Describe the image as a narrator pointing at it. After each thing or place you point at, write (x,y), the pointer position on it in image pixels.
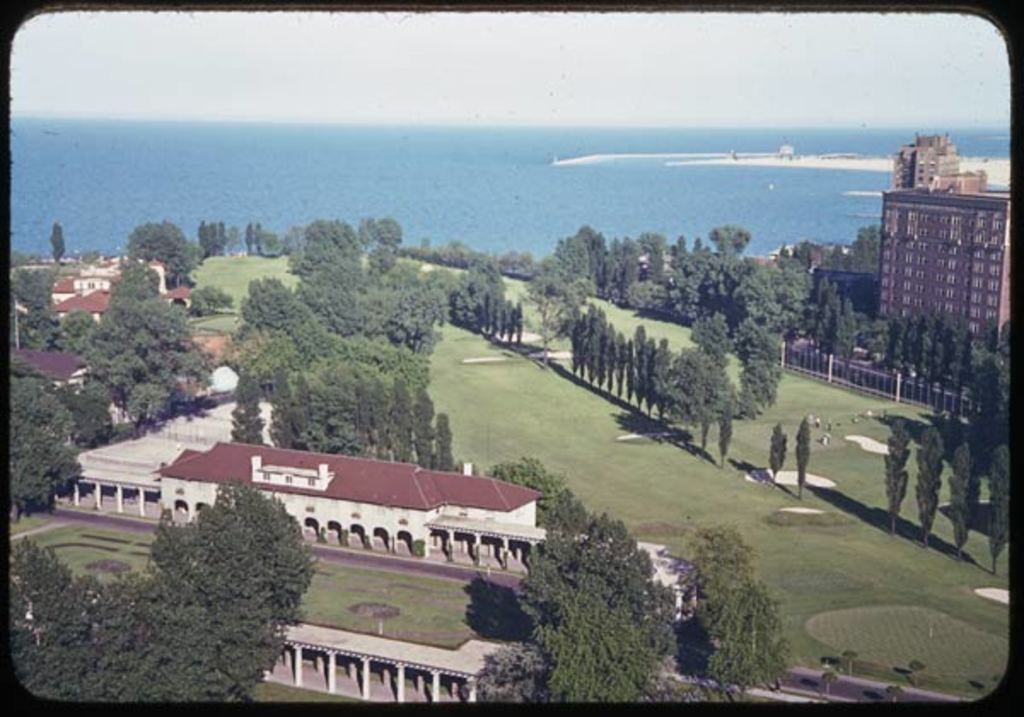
In this picture we can see buildings (325,633), trees (550,314), grass (768,506) and water (529,159).
